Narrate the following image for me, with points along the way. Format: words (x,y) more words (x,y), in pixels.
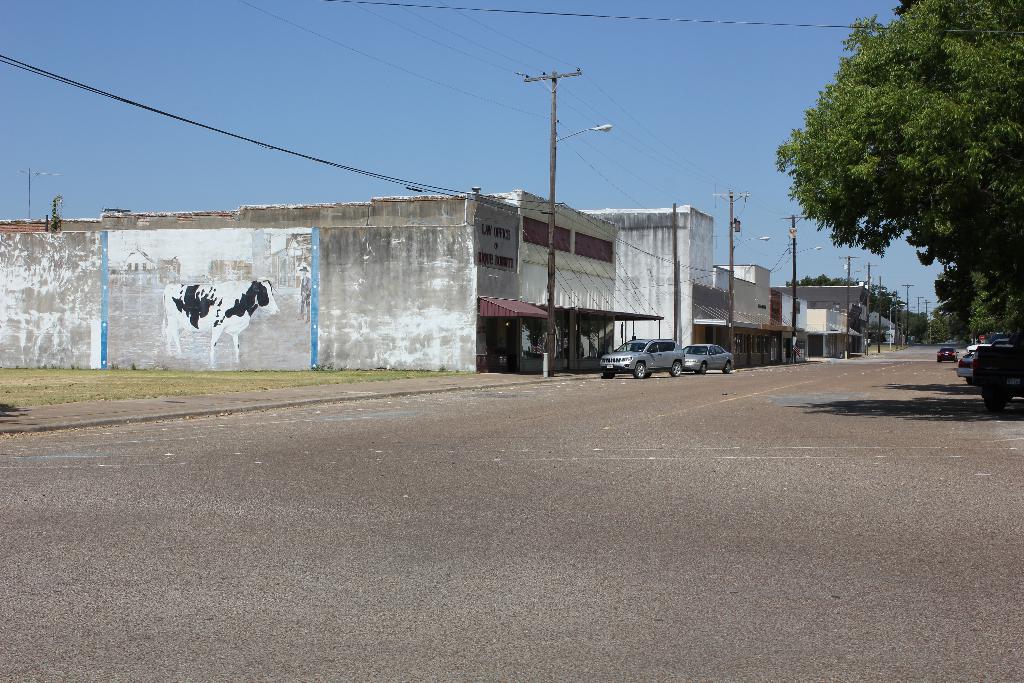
In this picture we can see some vehicles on the road (925,364) and on the right side of the vehicles (969,350) there are trees (990,298) and on the left side of the vehicles (652,358) there are electric poles (870,265) with cables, buildings (581,233) and a sky (358,90).
